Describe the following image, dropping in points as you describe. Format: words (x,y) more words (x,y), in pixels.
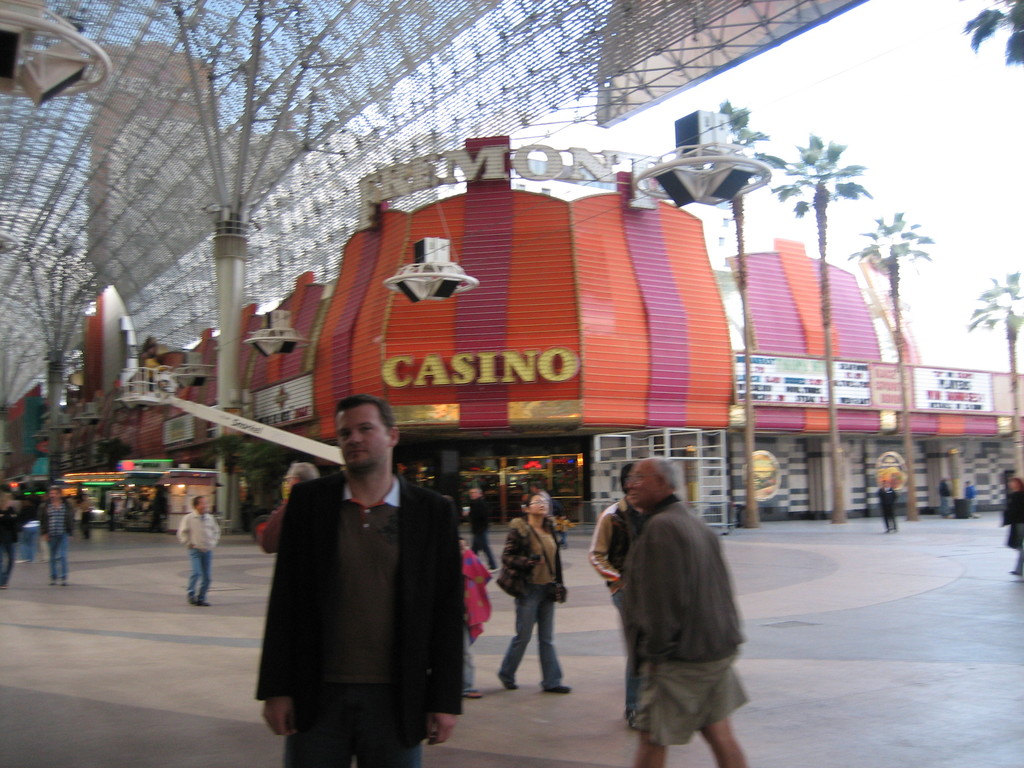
This image is taken outdoors. At the bottom of the image (867,661) there is a floor (240,671). At the top of the image (300,76) there is a roof (288,93). There are a few pillars (224,279) and iron bars (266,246). In the middle of the image (437,318) there is an architecture (378,350) and there are many boards (536,356) with text (404,186) on them. There are a few trees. Many people (179,532) are walking on the floor (906,533) and a few (327,525) are standing. There are a few lights (105,480).
